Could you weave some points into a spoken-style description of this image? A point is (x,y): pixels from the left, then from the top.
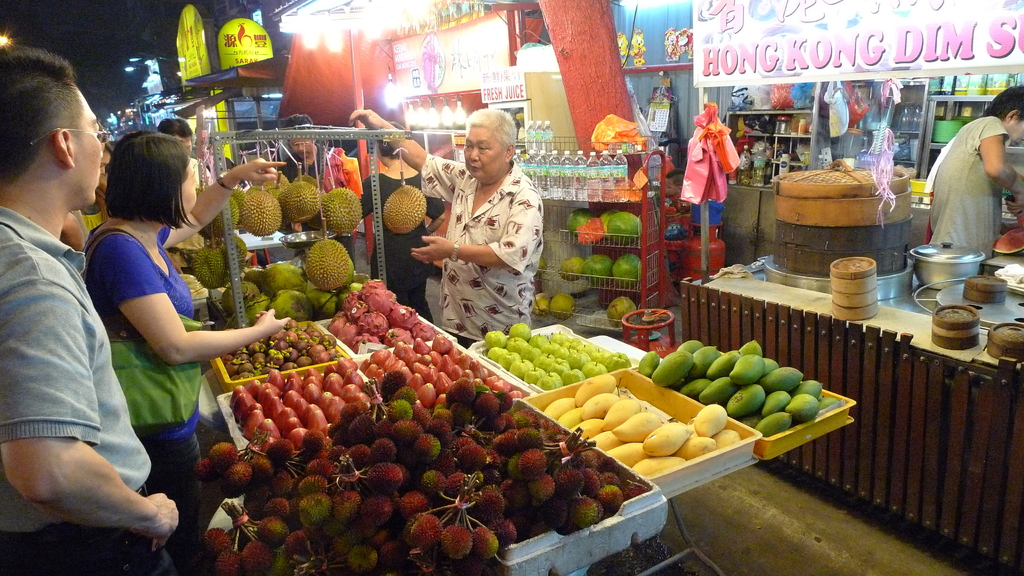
This is an outside view. on the left side (324,527), I can see many trays (679,469) which are filled with the fruits (487,484). There are many fruits (446,502) like Durians (330,273), coconuts (310,302), apple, guavas (522,355), mangoes (593,403) and some other fruits (375,501). There are few people (85,300) standing around the table (280,385) and speaking to each other. On the right side (806,147), I can see some food courts (888,325). There is a table (902,327) on which I can see many bowls (929,268) and a person (980,167) is standing. At the back of him I can see many boxes (960,92), bottles (759,164) and bowls (938,137) are arranged in the racks (934,118) and also I can see few boards (505,51).
